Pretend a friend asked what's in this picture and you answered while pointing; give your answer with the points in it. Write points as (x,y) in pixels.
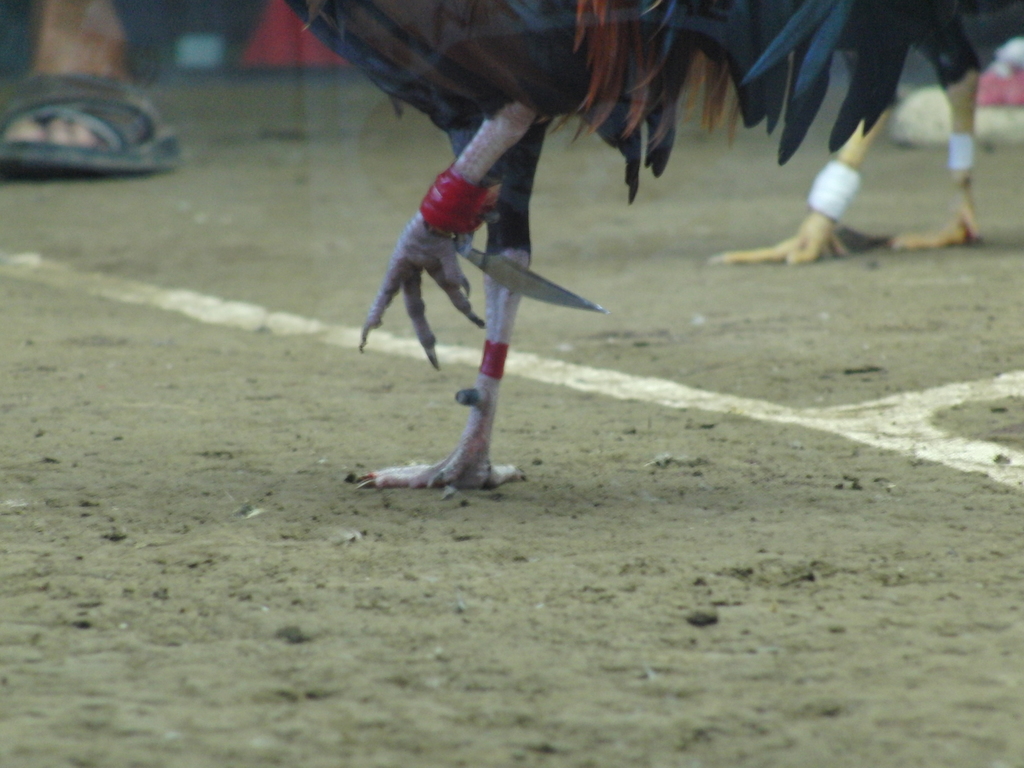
In this image we can see knife (538,276) to the cocks legs (444,261). In the background (73,68) there is persons foot (67,130).
